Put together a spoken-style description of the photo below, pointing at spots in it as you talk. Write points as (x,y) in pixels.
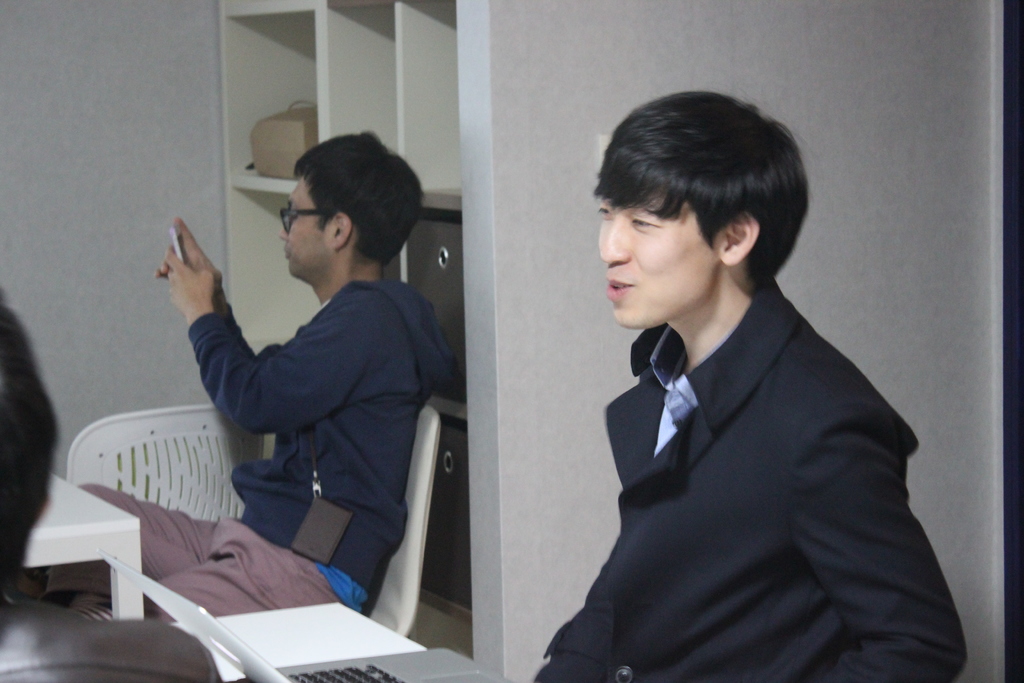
In this picture there is a man (748,501) sitting and talking and there is a man (230,340) sitting and holding the object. There is a man (76,678) in the foreground (53,613) and there is a laptop (310,682) on the table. At the back (138,435) there is a chair (115,445) and table (51,504) and there are objects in the shelf (241,154).
